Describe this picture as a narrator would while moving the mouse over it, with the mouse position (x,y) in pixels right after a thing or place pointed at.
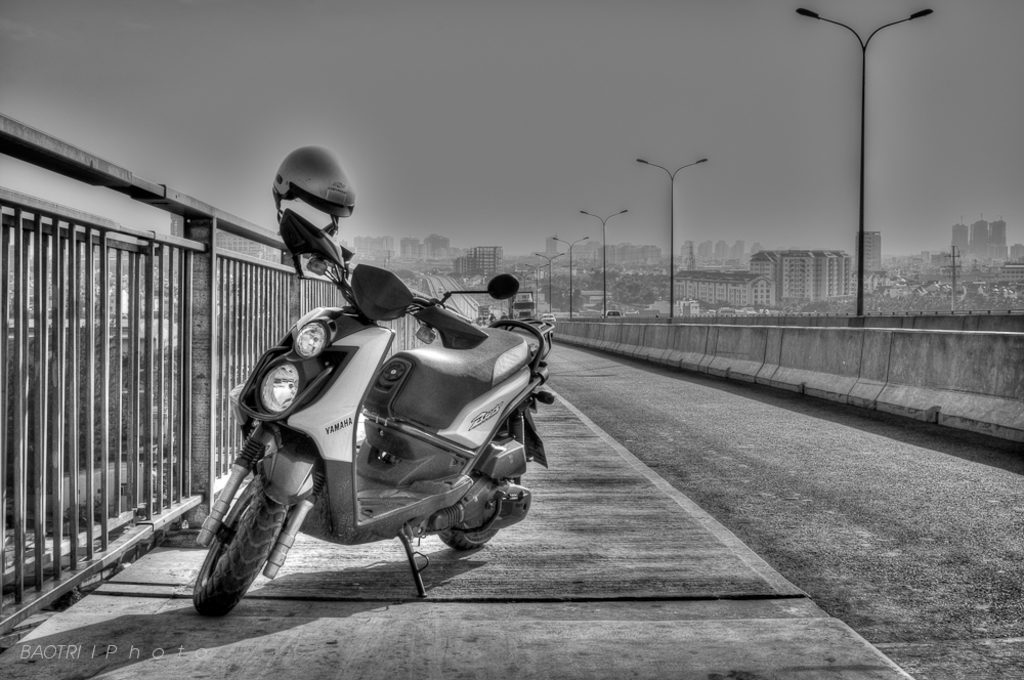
In this picture, we can see a bike (258,460) with helmet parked on the road (630,476), and we can see the road (992,511), fencing (1,290), poles (861,173), lights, and a few buildings (702,292) with windows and we can see a watermark (142,657) on the left bottom (79,643).
